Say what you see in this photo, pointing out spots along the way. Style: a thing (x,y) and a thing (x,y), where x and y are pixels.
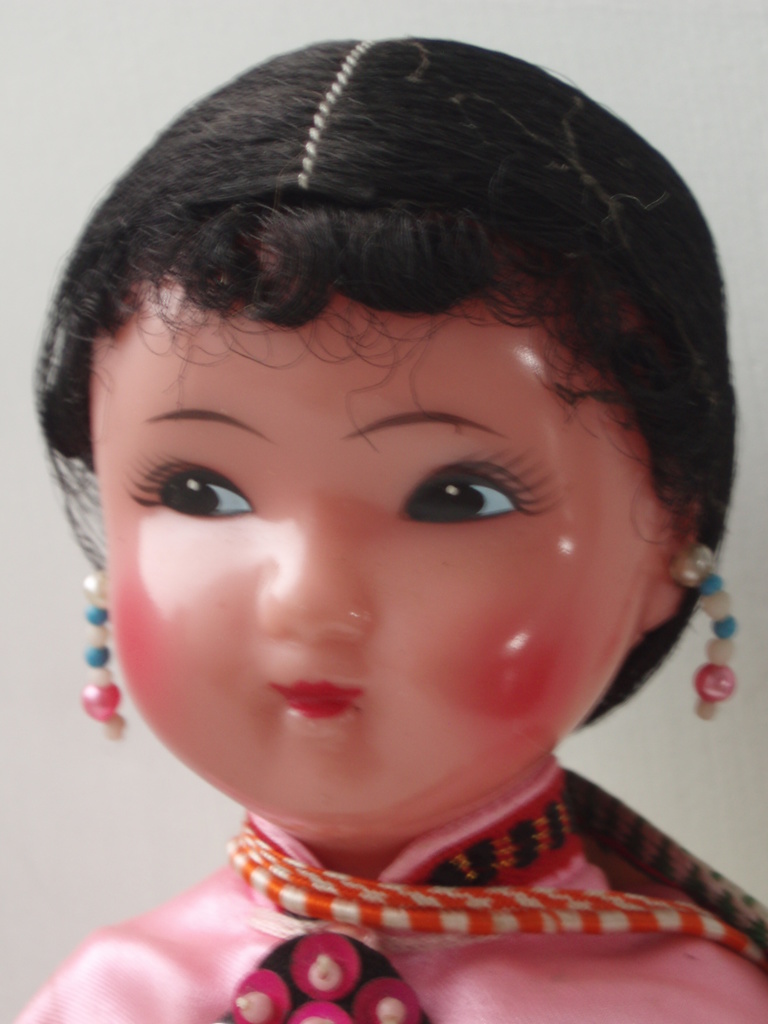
In this image there is a depiction of a girl (321,884).
